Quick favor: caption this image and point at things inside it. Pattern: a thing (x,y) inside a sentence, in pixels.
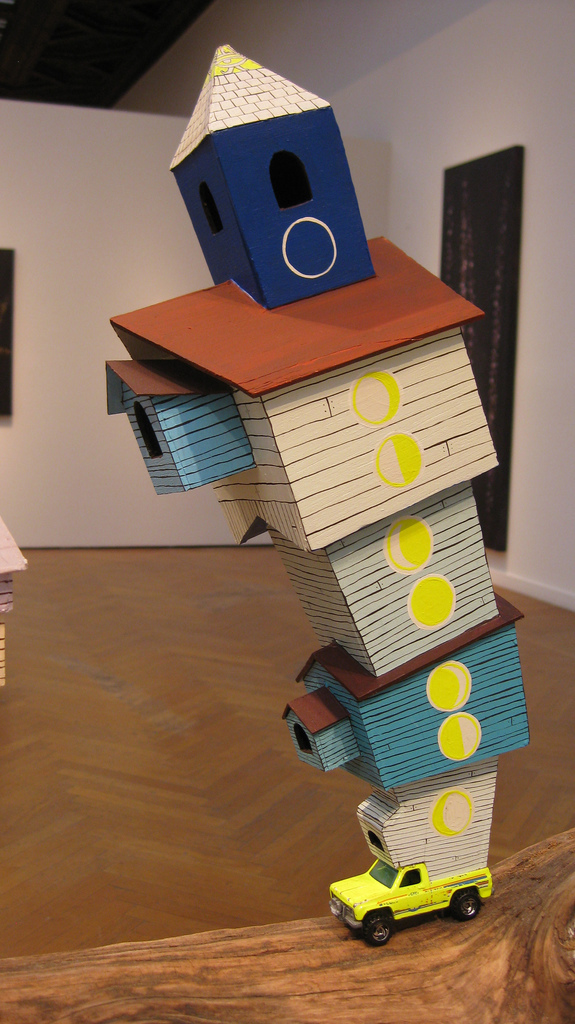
This picture shows a room (461,69), there we can see a toy truck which is filled with toy houses (327,604) on it.
